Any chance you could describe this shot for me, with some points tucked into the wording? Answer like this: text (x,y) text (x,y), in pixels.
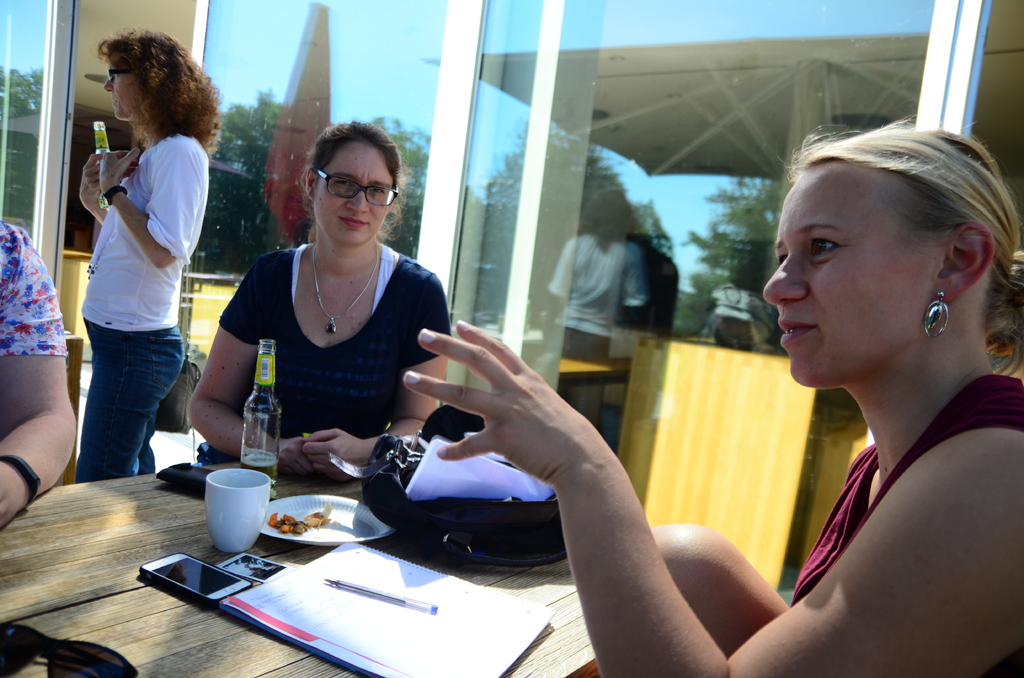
In this image, we can see a few people (348,426). We can see a table (64,526) with some objects (458,622) like a bottle (275,465), a mug (269,488), a book (334,591), some mobile phones (204,589) and a pen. We can also see some glass (699,237) and the reflection (547,213) of people (594,294), trees (704,257) and the shed (631,127). We can also see some wood (80,282) and the ground (88,367).
